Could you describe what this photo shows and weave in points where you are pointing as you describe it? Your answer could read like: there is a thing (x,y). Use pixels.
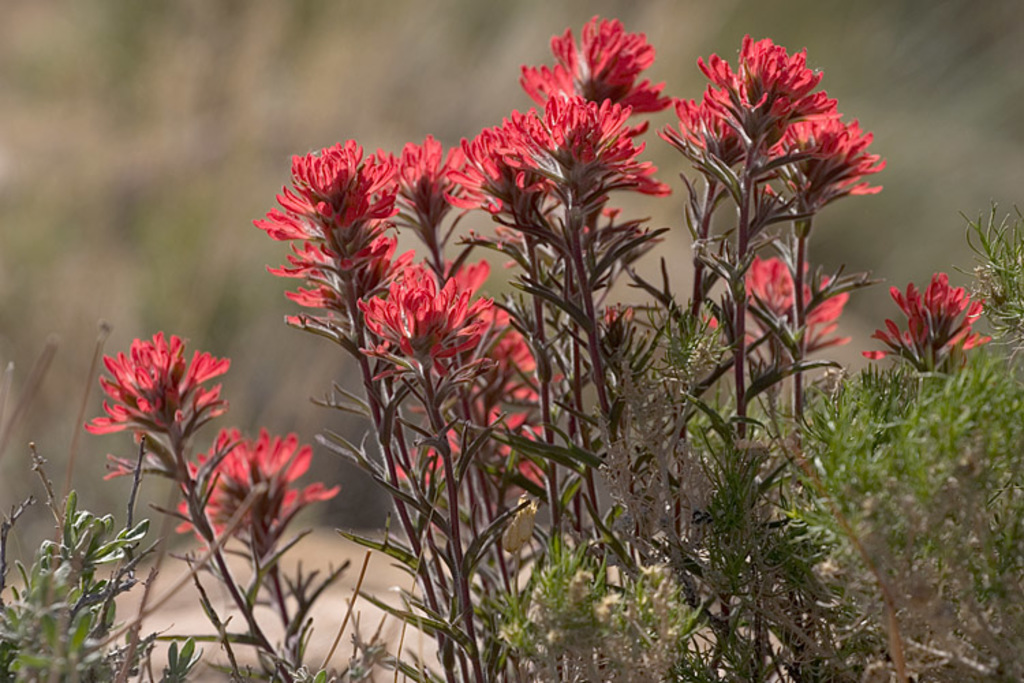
In this image we can see red color flower plants (317,253). The background (896,57) is blurry.
